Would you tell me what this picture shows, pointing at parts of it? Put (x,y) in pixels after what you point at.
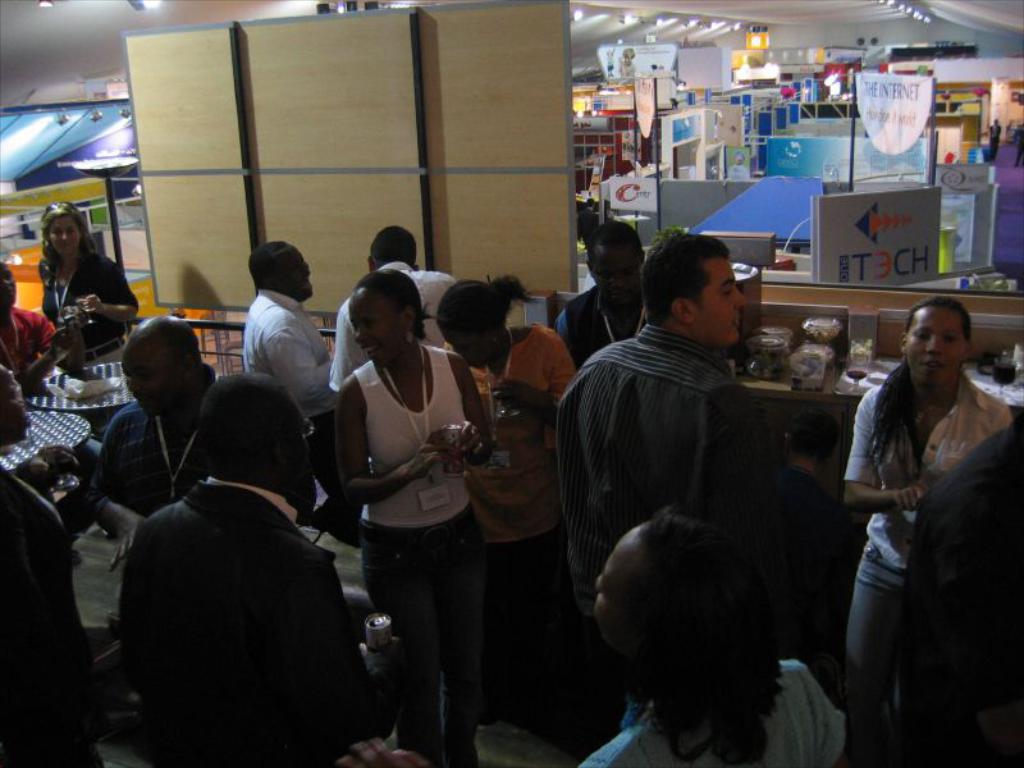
In the foreground of the image we can see some persons (495,637) are standing. On the top of the image (596,150) we can see a board (444,126) and some objects (801,125).
